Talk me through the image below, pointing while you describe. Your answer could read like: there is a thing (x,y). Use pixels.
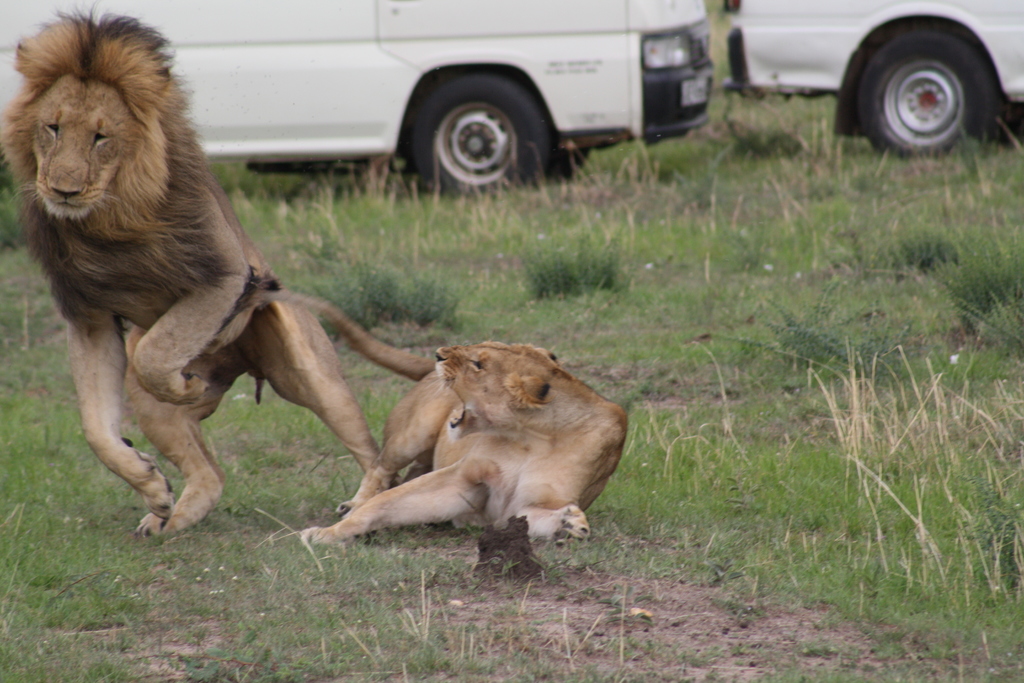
In this image there are animals (354,430) on the grassland (784,459). Top of the image (528,78) there are vehicles (528,78) on the grassland (689,185).
